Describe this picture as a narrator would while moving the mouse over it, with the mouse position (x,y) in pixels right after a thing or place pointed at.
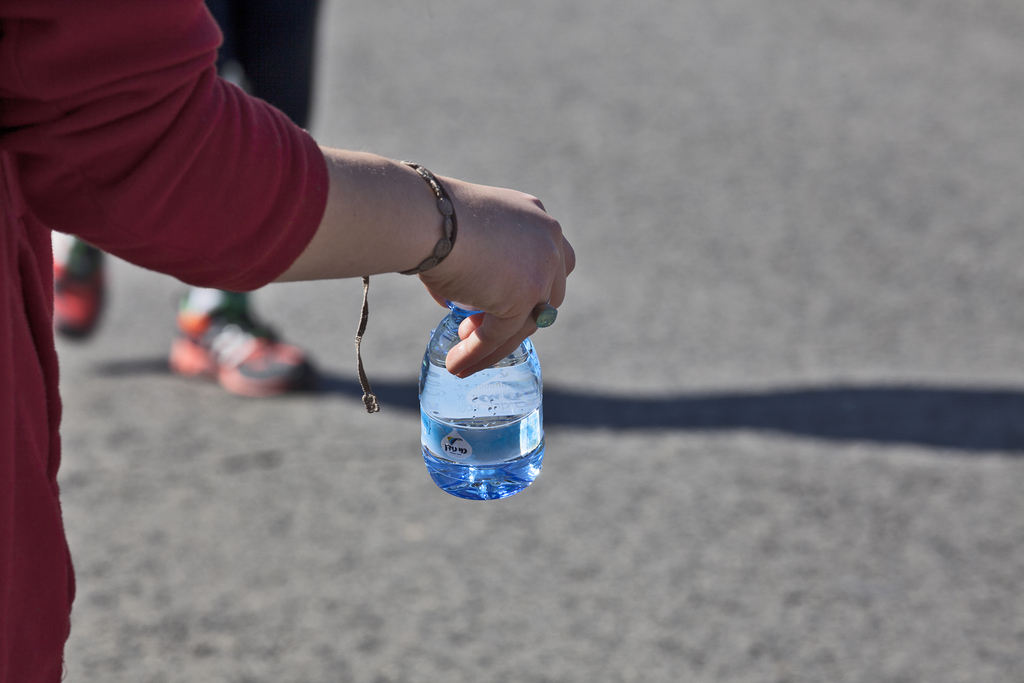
In this picture we can see a hand (495,317) which is holding a bottle (536,362) and we can see a shoe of a person (302,58).
